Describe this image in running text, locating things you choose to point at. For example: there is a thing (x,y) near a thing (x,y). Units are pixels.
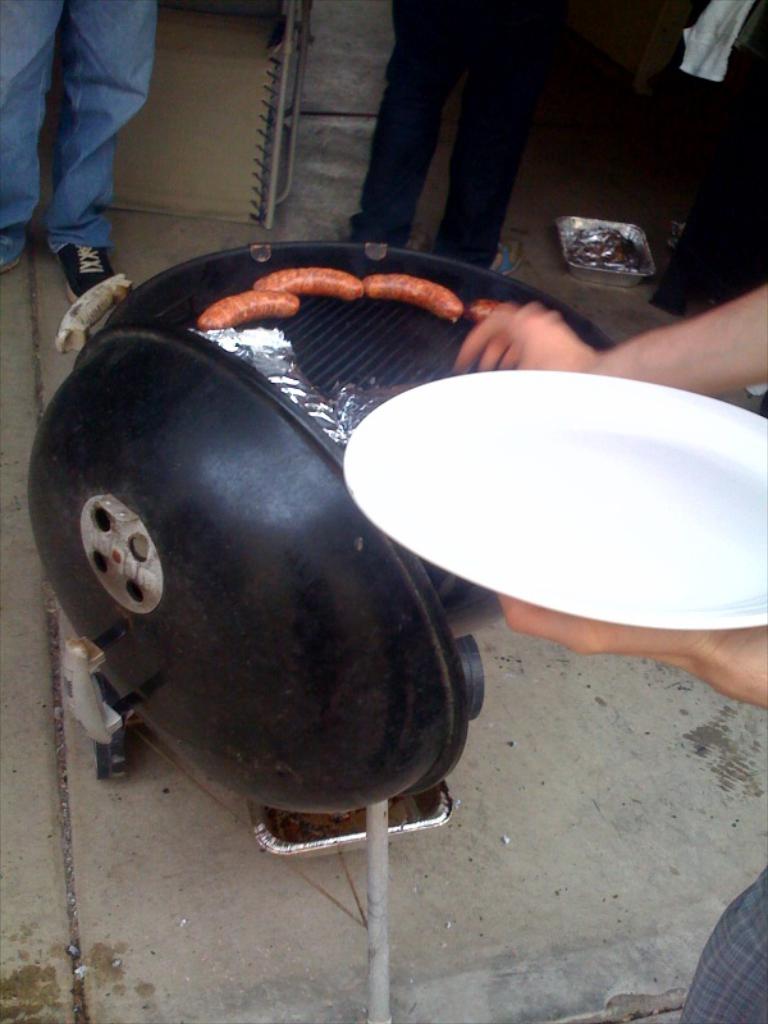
In this image we can see a person's hand (675,663) holding white color plate (643,457). Here we can see barbecue grill (161,320), two persons legs (479,187) and the wall (172,47).
